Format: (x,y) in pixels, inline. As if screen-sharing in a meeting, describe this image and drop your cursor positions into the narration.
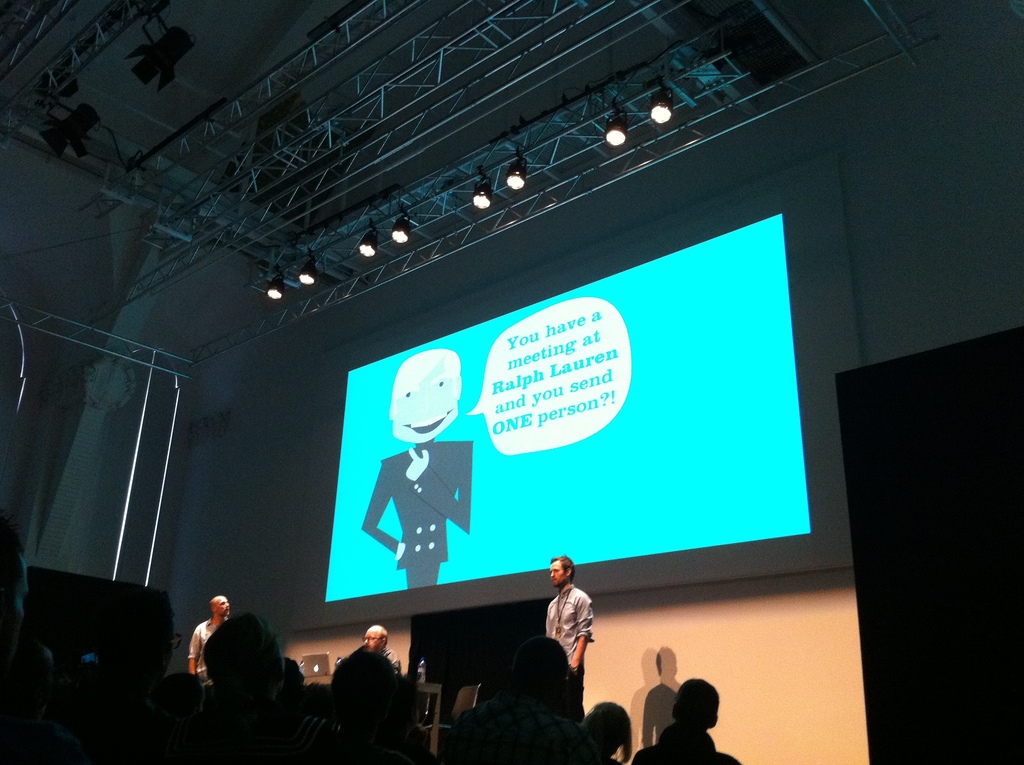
In this image I can see number of people (559,627), a table (416,692), a laptop (316,669) and two bottles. In the background (666,550) I can see a screen (525,390) and on it I can see something is written. On the top side of the image (350,122) I can see number of poles (458,128) and number of lights (616,136).
